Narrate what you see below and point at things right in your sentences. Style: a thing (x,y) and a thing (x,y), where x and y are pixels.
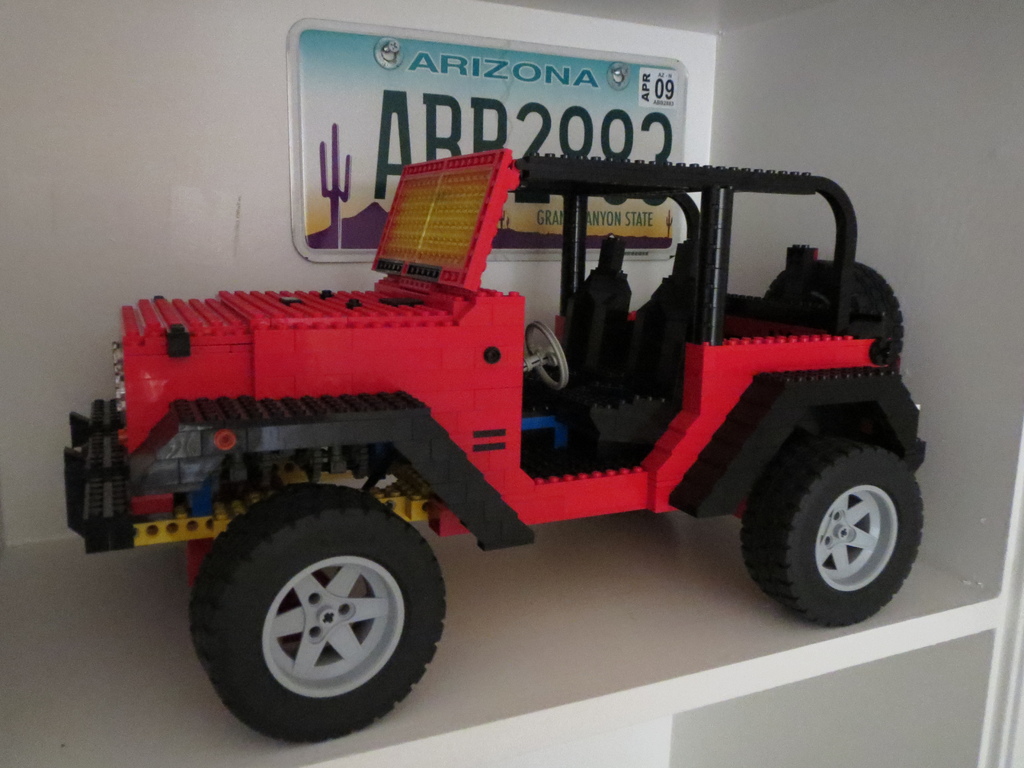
This is a zoomed in picture. In the center (344,420) there is a red color toy jeep (672,409) which seems to be placed in a shelf (134,635). In the background (545,62) we can see a text (406,133) on the wall (230,105).
